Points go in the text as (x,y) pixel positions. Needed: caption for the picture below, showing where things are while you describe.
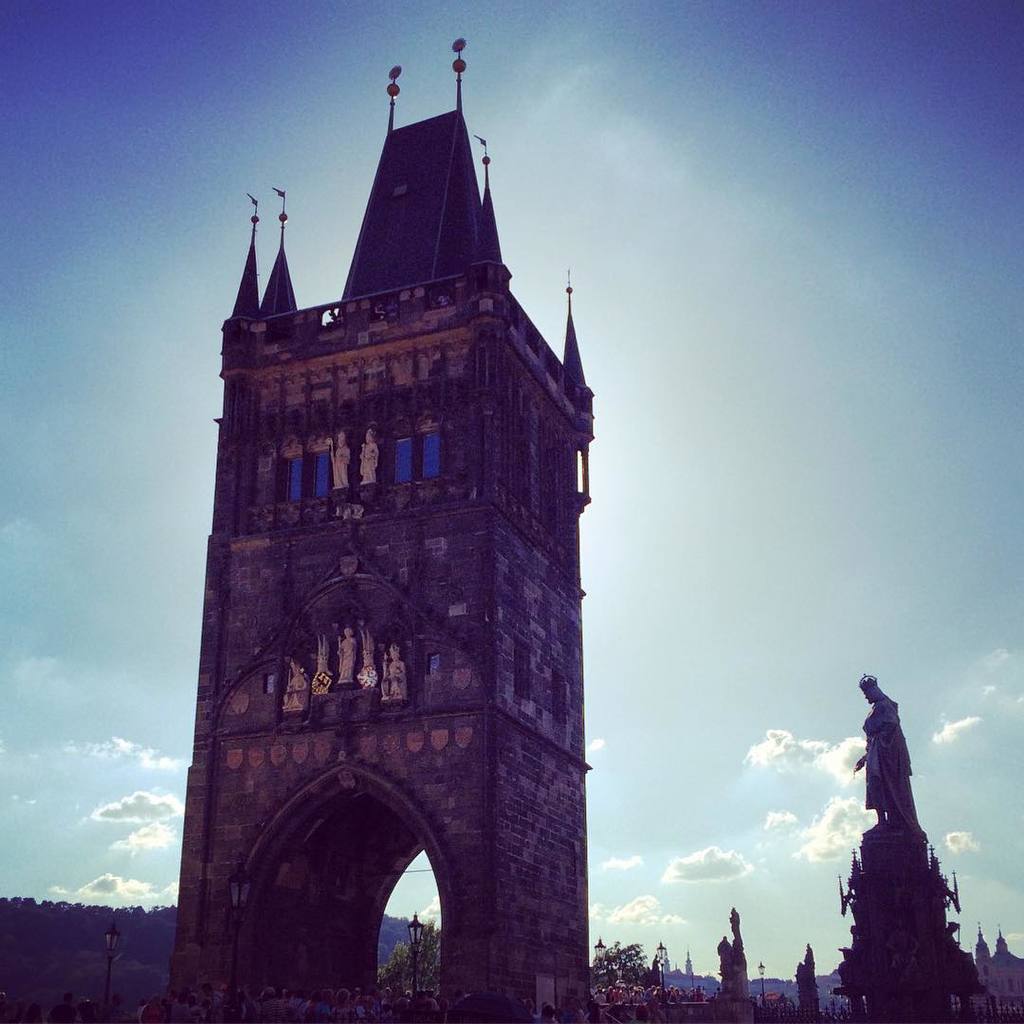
This image consists of a building (418,691). At the bottom (370,971), there is an arch (349,959). On the left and right, there are trees (19,955). In the background (794,622), there are clouds (837,754) in the sky (602,576).
